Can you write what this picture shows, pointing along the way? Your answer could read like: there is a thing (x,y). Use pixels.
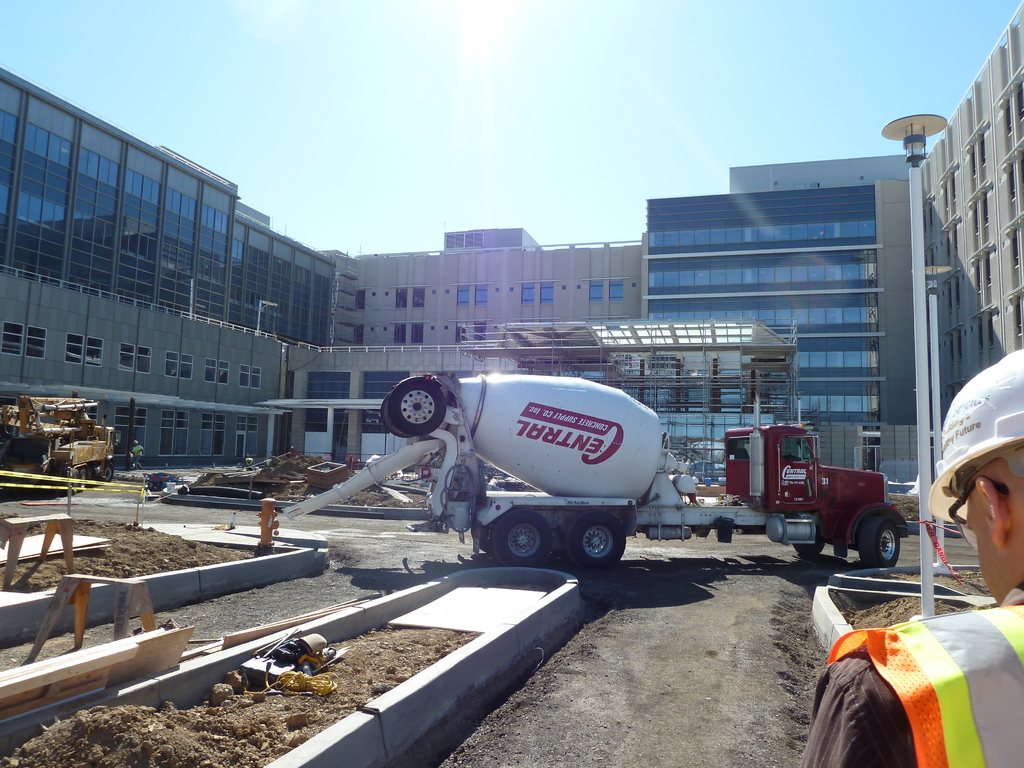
In the center of the image (623,478) we can see vehicles (809,478) on the road (714,655). On the right side of the image (979,218) we can see poles (938,392), building (971,309) and person (953,725). In the background (76,349) we can see buildings (73,386), vehicles (66,444), persons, pillars (358,435) and sky (446,166).
